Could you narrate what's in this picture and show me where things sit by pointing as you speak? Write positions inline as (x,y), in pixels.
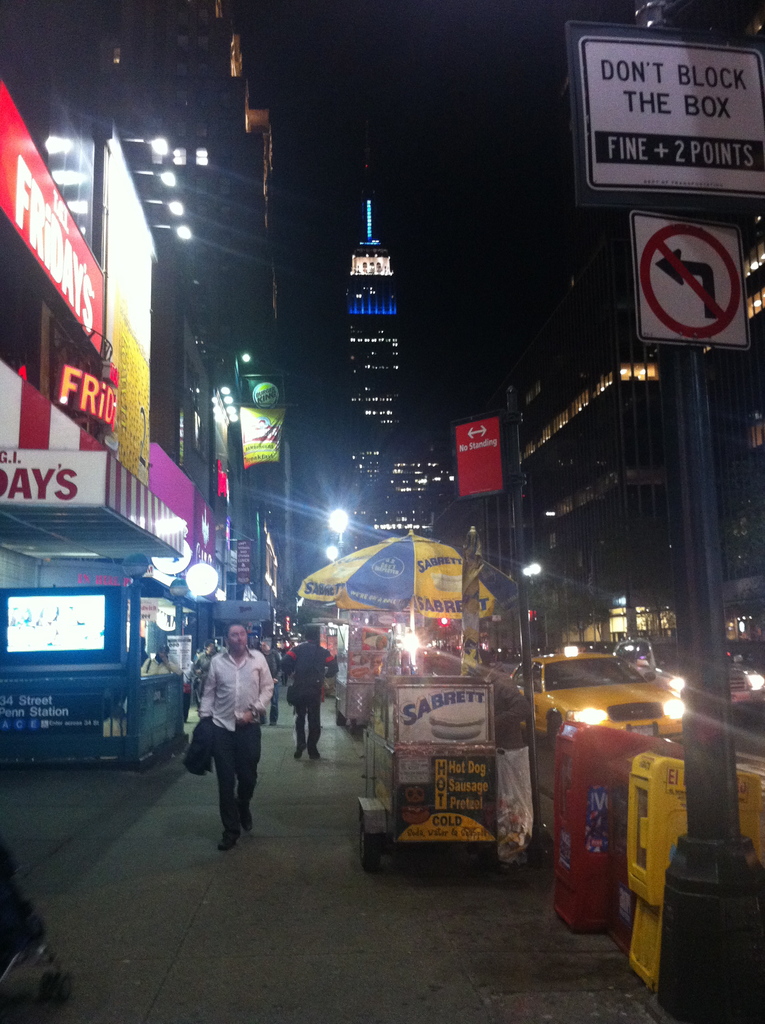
In the image we can see there are many buildings (669,487) around and we can even see there are lights (163,183). Here we can see there are people (208,699) walking on the footpath (151,832), they are wearing clothes (191,771). Here we can see a pole (683,509) and a board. There are even vehicles (617,664) on the road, these are the headlights (673,718) of the vehicle (631,709). Here we can see led text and a dark sky (436,216).
